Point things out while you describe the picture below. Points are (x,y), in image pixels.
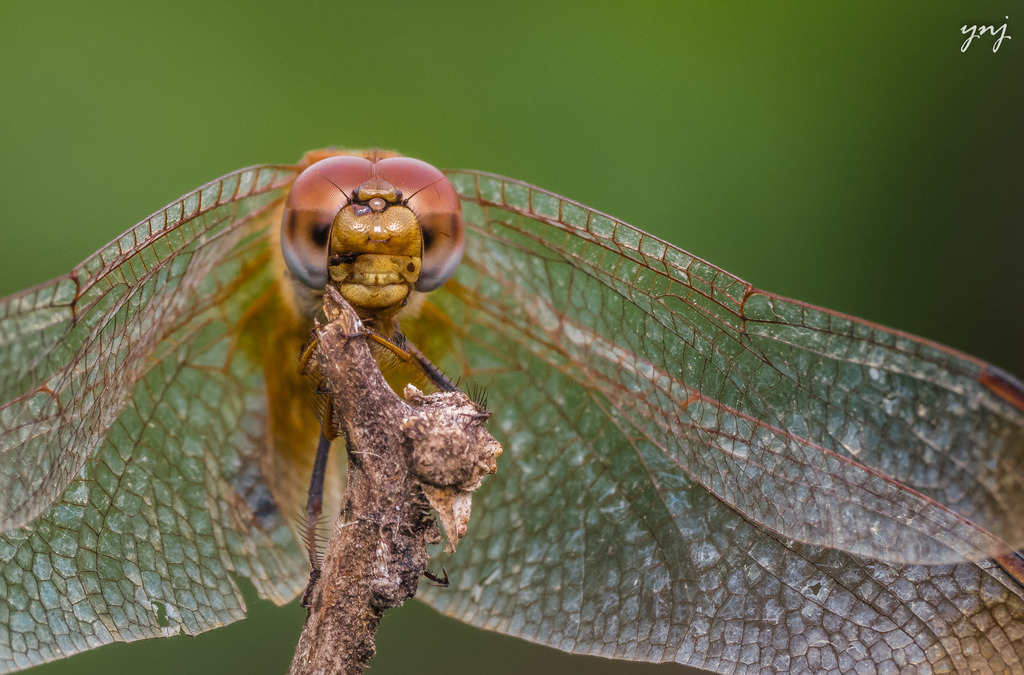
In this image I can see the dragon fly (210,416) on the dried plant (347,473) and there is a blurred background (539,68).
